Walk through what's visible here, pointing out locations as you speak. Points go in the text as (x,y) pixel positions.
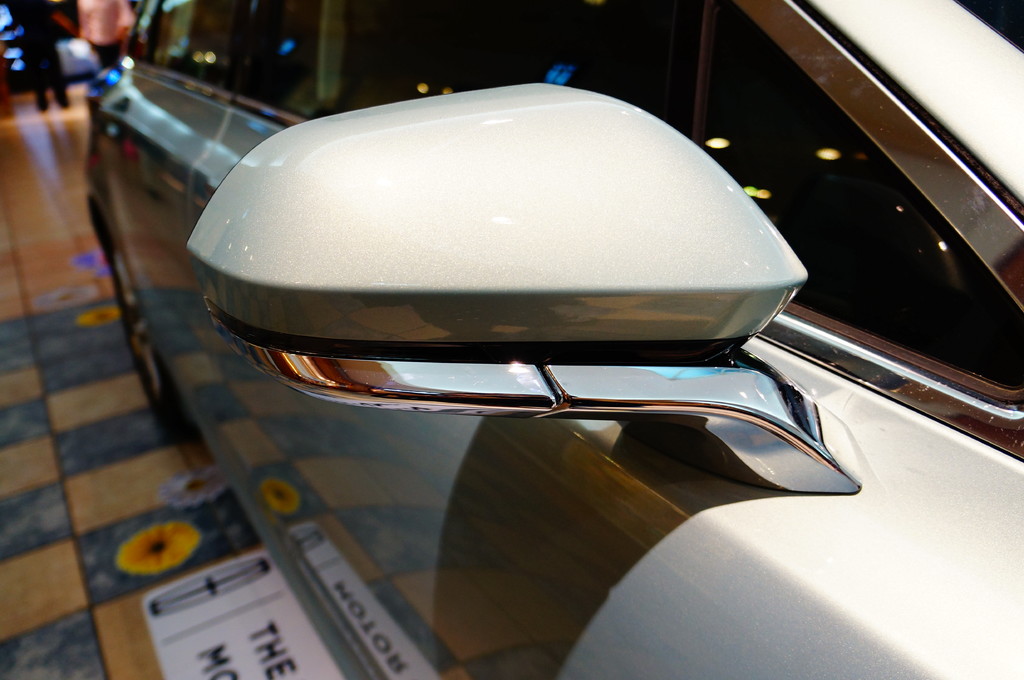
In this image I see a car (844,10) which is of white in color and I see few words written on this white paper (237,562) and I see the floor (167,570) which is of cream and black in color and I see lights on this black color window glasses (367,85).
